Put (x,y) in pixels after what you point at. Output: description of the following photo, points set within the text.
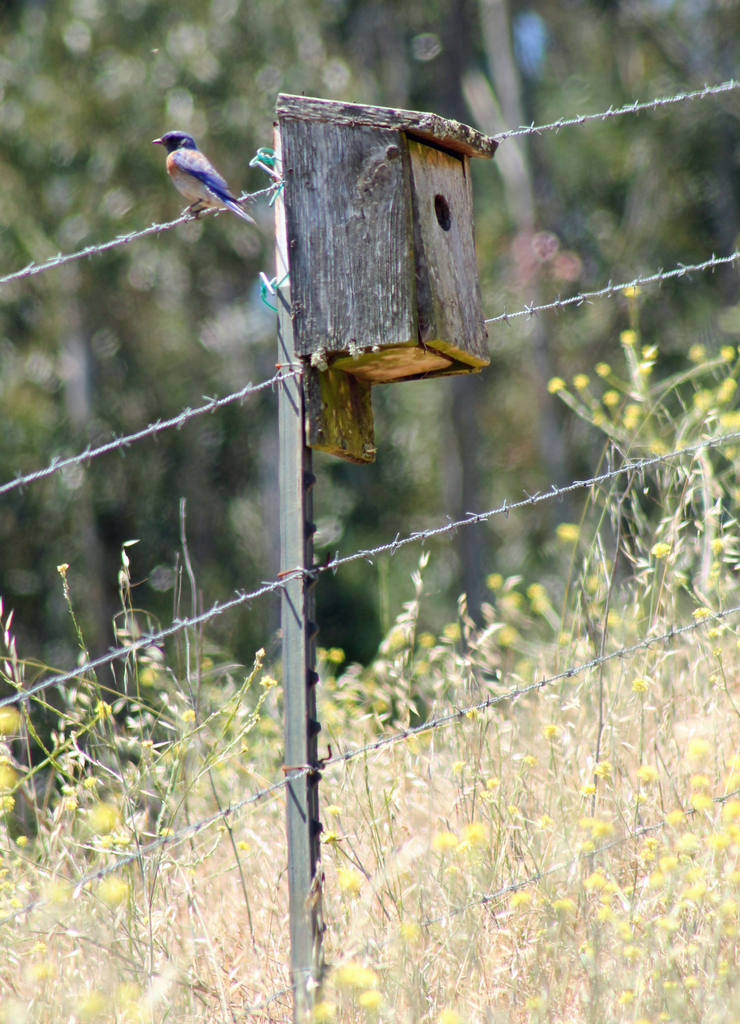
Here we can see a birdhouse (408,166), rod (280,303), and a bird (211,198) on the fence (21,272). In the background (252,676) we can see plants (414,775) and trees (412,419).
